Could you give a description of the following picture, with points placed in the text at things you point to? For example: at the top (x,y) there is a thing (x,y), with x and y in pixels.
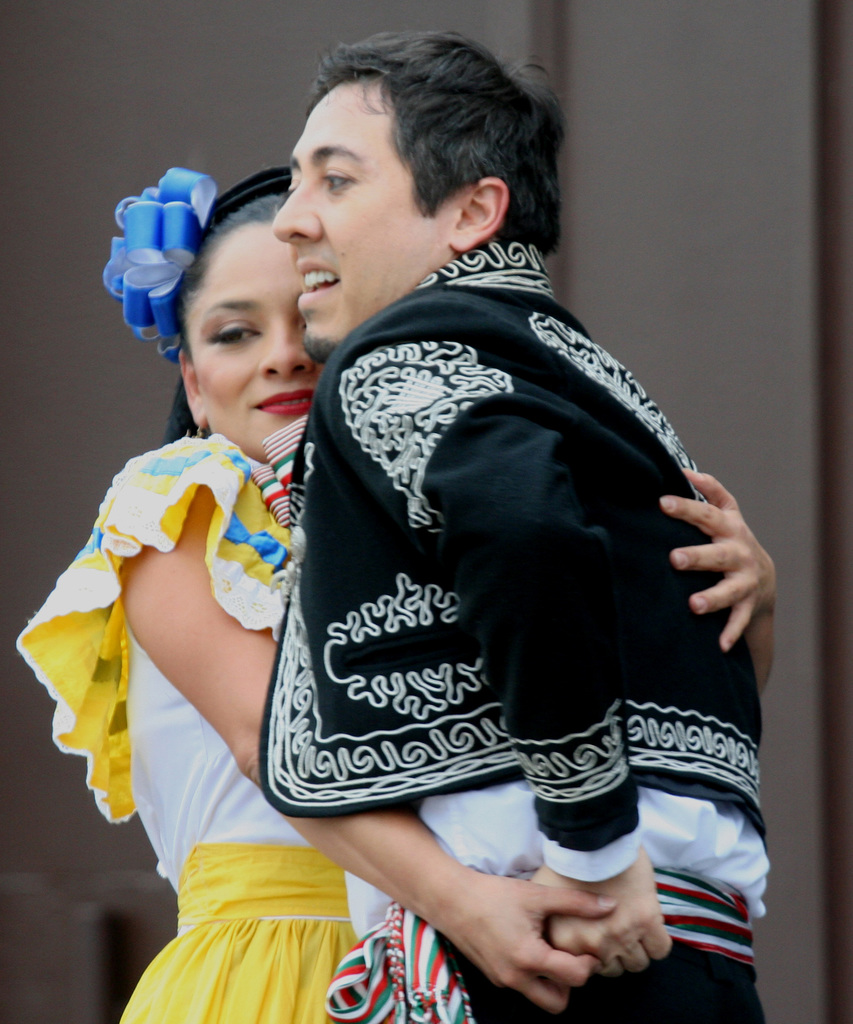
This is a zoomed in picture. In the foreground (431,395) we can see the two persons (270,485) standing and hugging each other. In the background (652,313) we can see the wall (680,242).
